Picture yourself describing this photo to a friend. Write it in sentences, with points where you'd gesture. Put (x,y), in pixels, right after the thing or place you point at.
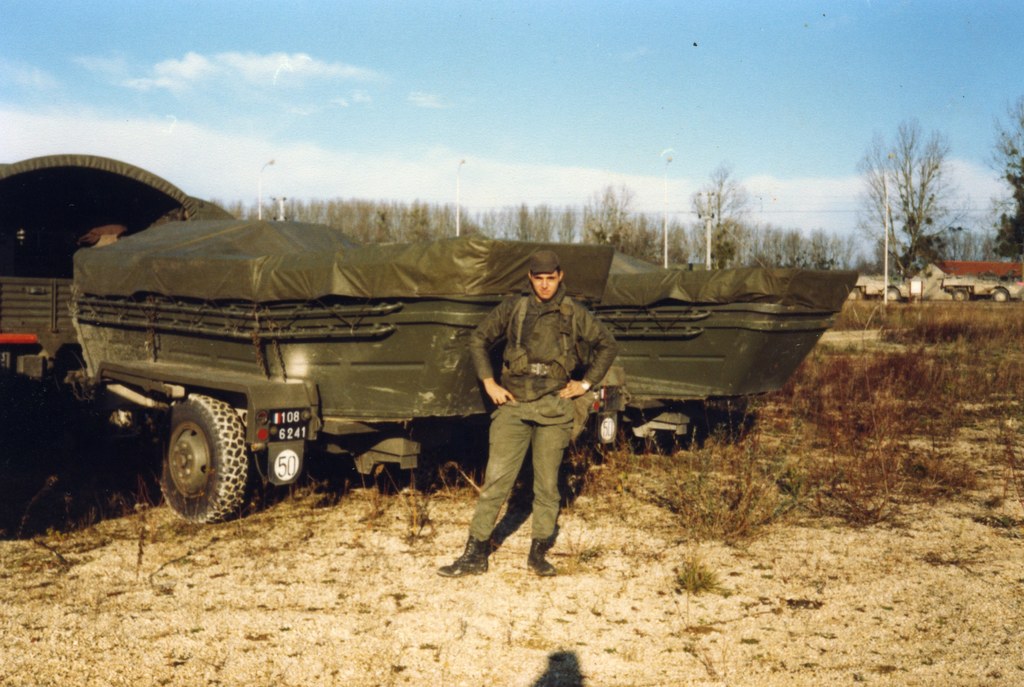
In this image we can see a person (496,509) standing on the ground (446,531), there are some vehicles (723,284), trees (598,221), poles (666,208), lights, grass (793,484) and a building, in the background (339,97), we can see the sky (291,96) with clouds (349,76).
